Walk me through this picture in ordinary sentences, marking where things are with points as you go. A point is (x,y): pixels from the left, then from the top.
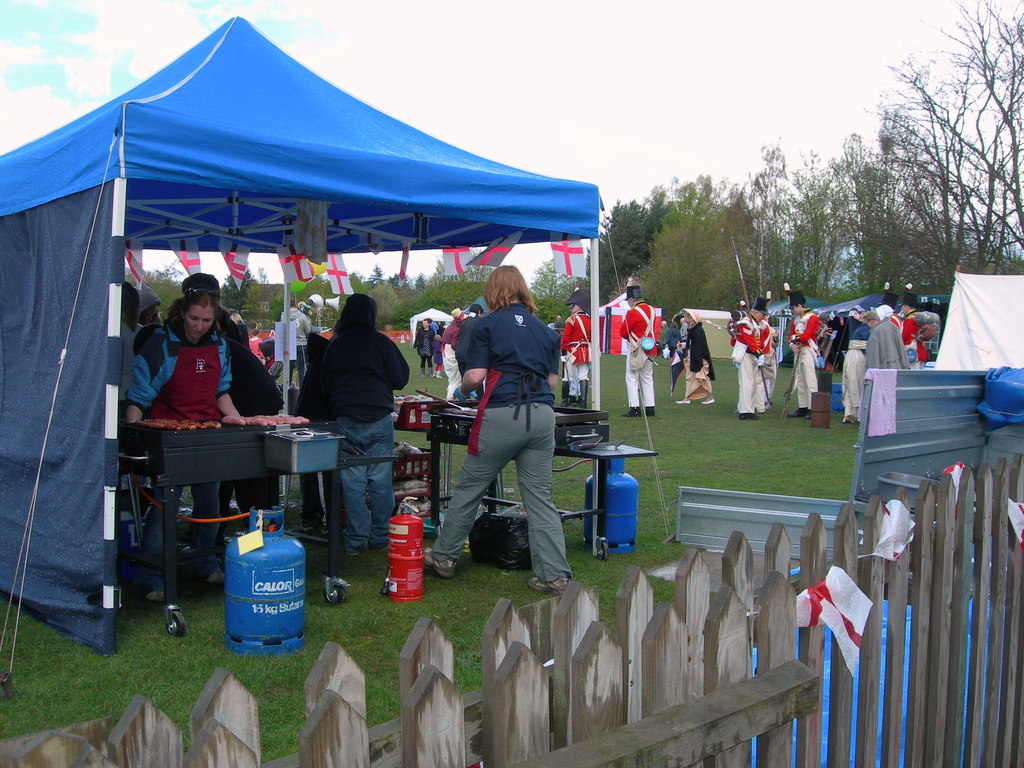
In the image there is a wooden fence (879,643), behind the fence (661,735) there is a garden (159,646) and in the foreground (148,403) there is a food stall (342,446) and there are few people (182,336) working in that food stall (231,435), around them there are many other people (646,316) and in the background (610,289) there are some other tents (1022,346) and trees (872,213).
